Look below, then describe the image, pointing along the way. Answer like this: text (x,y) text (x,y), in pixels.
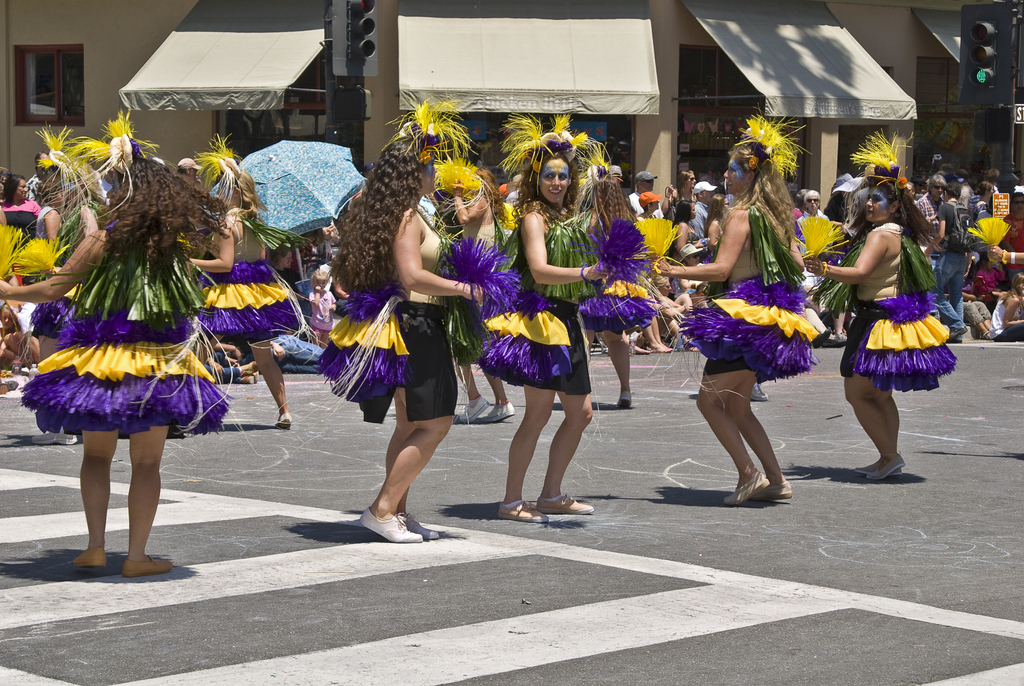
In this image we can see many people (781,282) dancing on the road (517,406). There are many people (969,199) in the image. There is a building (574,70) in the image. We can see a window (63,80) at the left side of the image (65,77). There are few traffic lights (970,93) in the image.
